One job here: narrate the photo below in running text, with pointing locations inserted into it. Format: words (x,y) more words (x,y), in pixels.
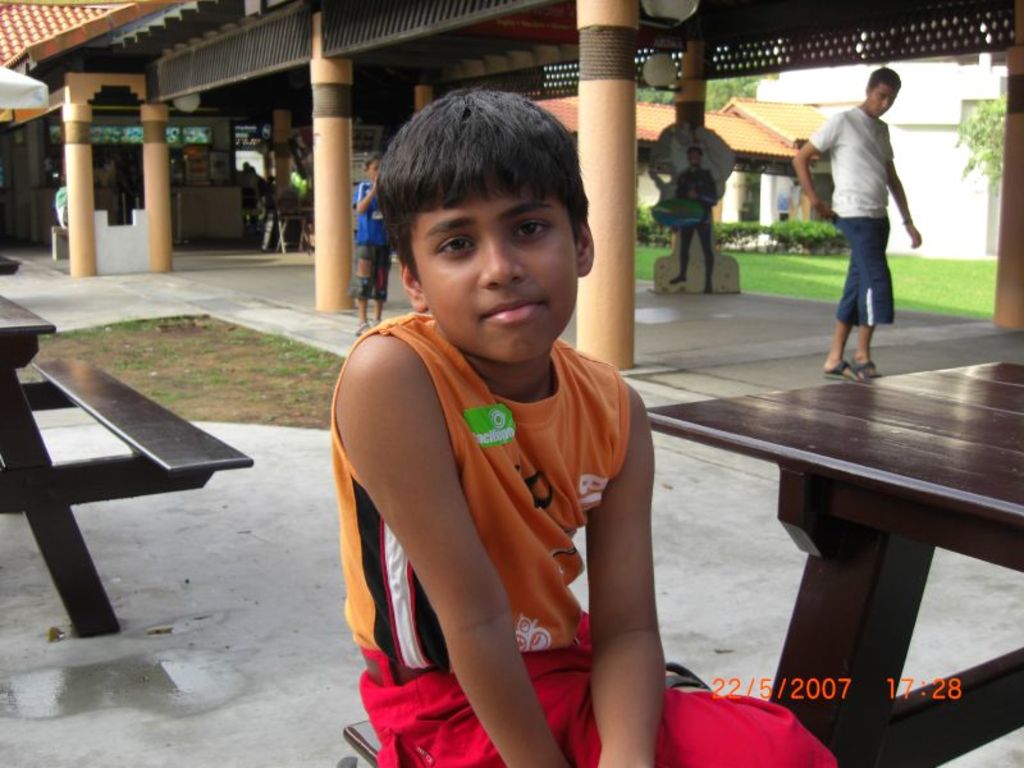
Here we see a boy (600,591) seated on a bench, and we see a man (866,323) walking and we see a house (960,231) and a tree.
